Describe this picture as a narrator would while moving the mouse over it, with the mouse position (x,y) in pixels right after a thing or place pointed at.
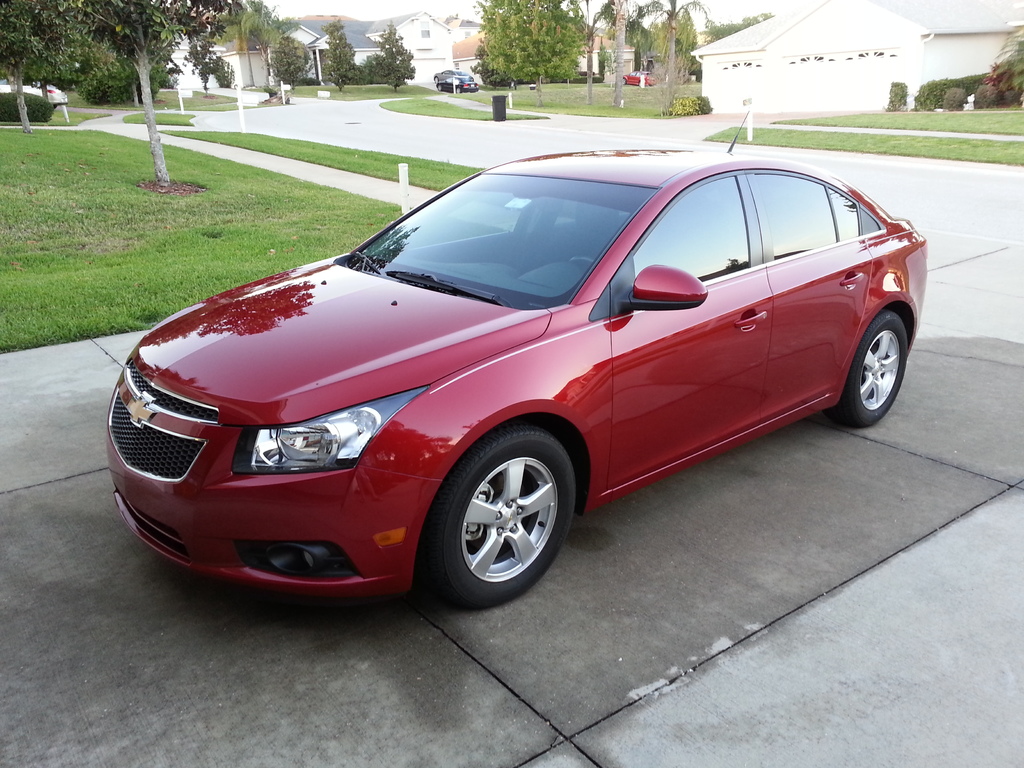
This is an outside view. Here I can see a red color car (426,364) on the road (673,605) which is facing at the left side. Beside the road (93,364) I can see the green color grass (139,236). In the background (142,40) there are some trees (339,34) and buildings (870,44) and also I can see few more cars (443,76) on the road (455,143).
